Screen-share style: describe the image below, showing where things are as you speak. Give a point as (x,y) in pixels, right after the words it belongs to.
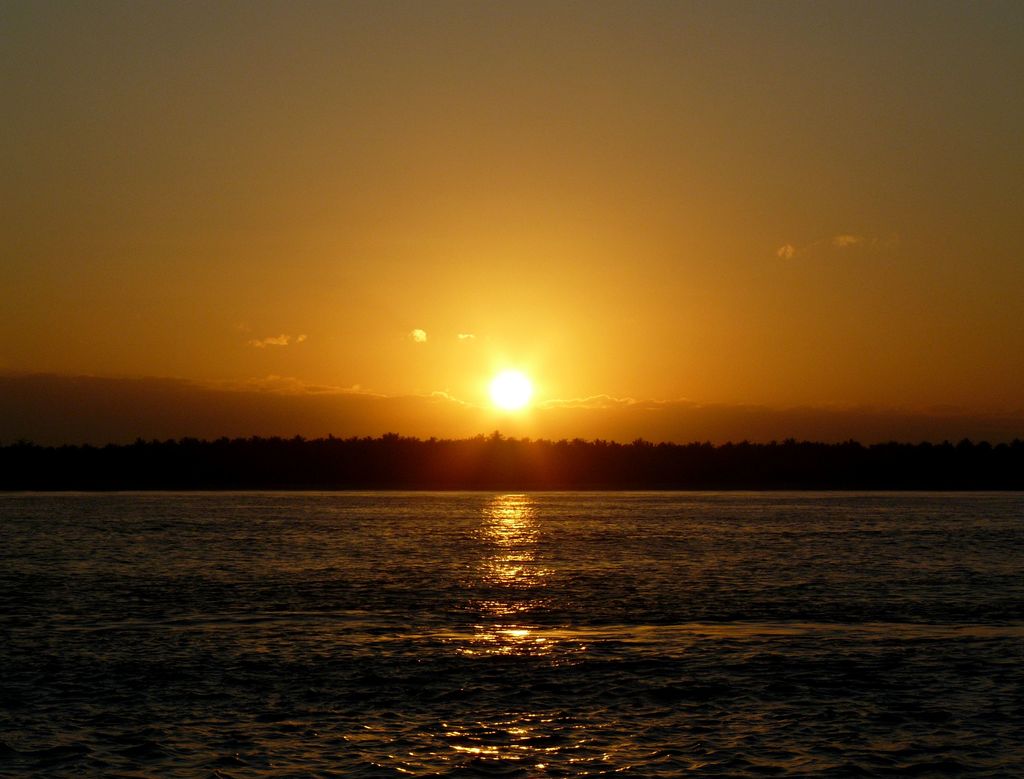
In this image we can see the water (465,589). Behind the water (493,502) we can see a group of trees (443,480). In the background (556,417), we can see the sun (516,386) in the sky (512,373).
